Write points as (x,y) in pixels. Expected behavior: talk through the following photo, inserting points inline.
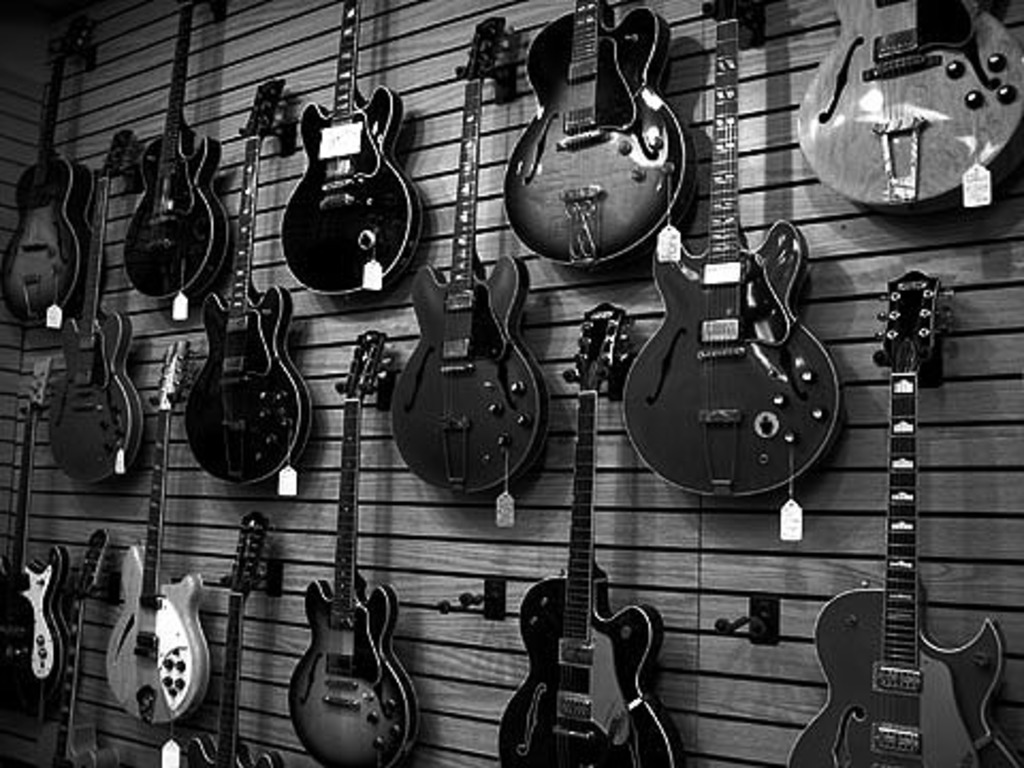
A wall (1009,469) which has different types of musical instruments (43,609) placed with the rate tags (968,190) which has different color, shapes and size.
